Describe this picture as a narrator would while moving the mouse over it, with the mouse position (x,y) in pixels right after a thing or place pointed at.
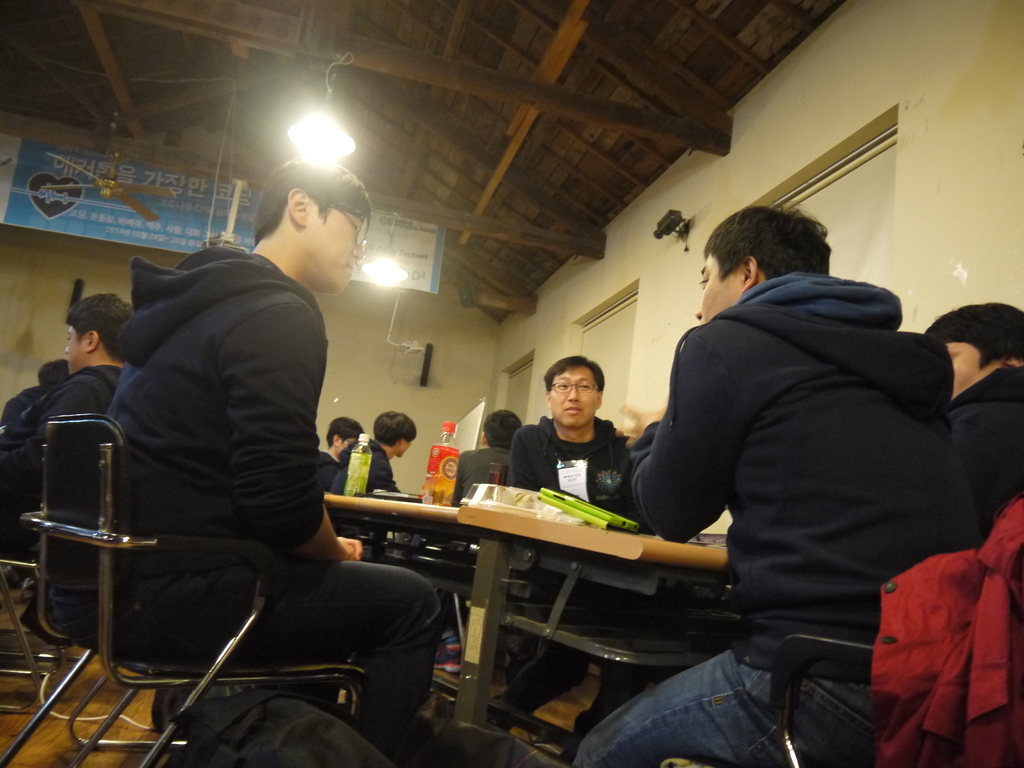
The image is inside the room (424,452). In the image there are group of people (213,443) sitting on chair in front of a table (615,551), on table (626,546) we can see a bottle (446,474) and a paper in background (397,389) there is a wall (498,383) and a door (625,328) which is closed on top (490,136) there is a roof (488,123) and a light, hoarding (189,203).
